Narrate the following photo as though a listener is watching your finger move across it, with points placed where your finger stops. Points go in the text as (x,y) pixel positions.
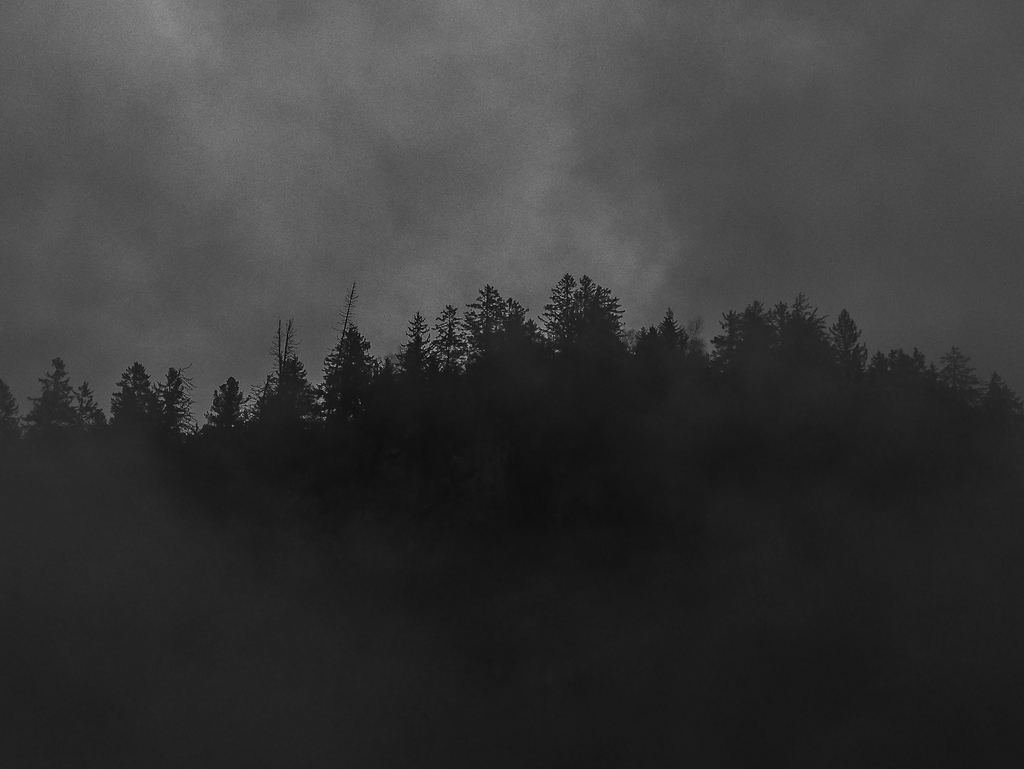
In this picture I can see trees (174,418) and I can see sky (516,214) and looks like picture is taken in the dark.
